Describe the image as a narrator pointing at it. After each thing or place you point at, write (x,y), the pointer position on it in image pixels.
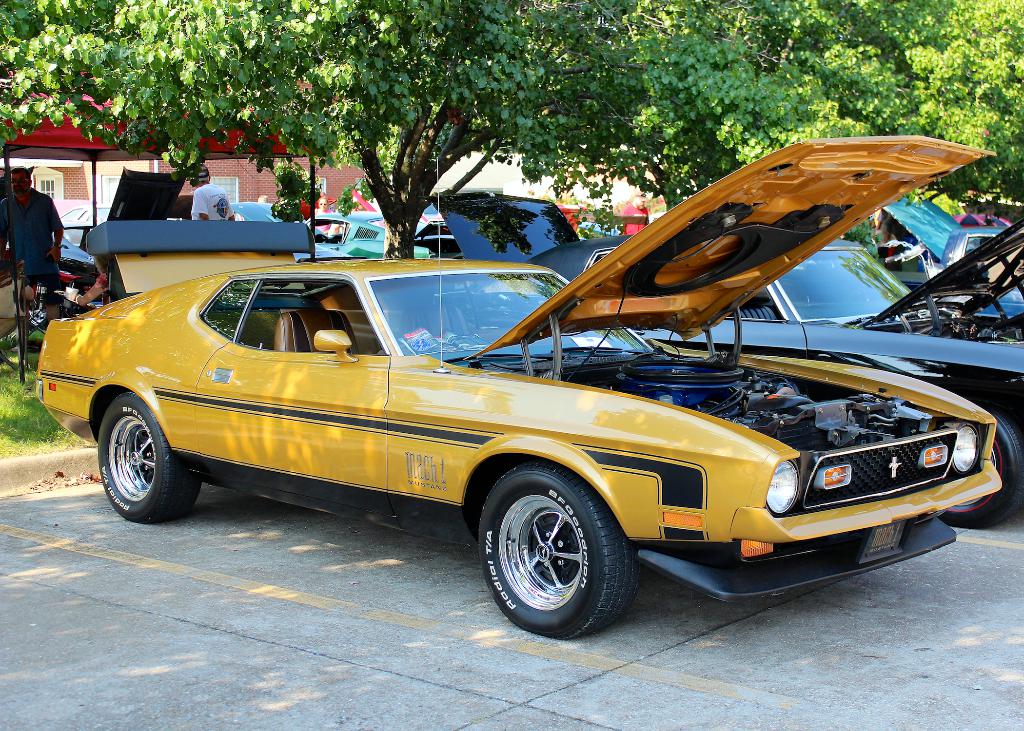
In this image, we can see some cars (816,321), there are some green color trees (374,82), in the background (199,215) there are two persons (204,214) standing.
